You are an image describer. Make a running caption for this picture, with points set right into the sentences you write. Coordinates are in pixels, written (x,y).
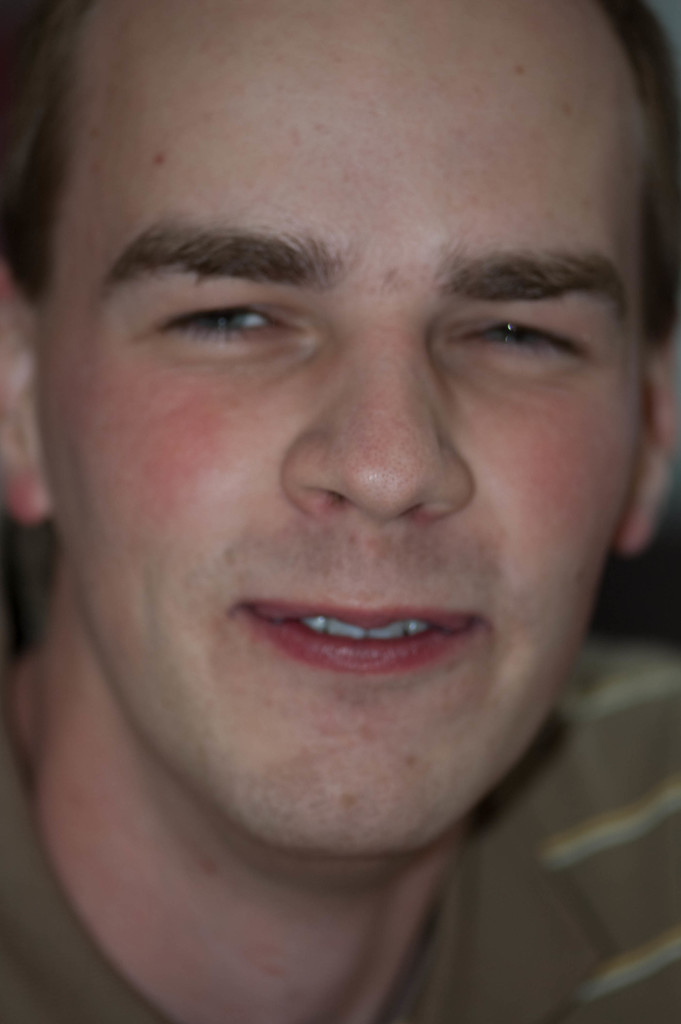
Here in this picture we can see a person's face (276,260) and we can see he is smiling over there.
